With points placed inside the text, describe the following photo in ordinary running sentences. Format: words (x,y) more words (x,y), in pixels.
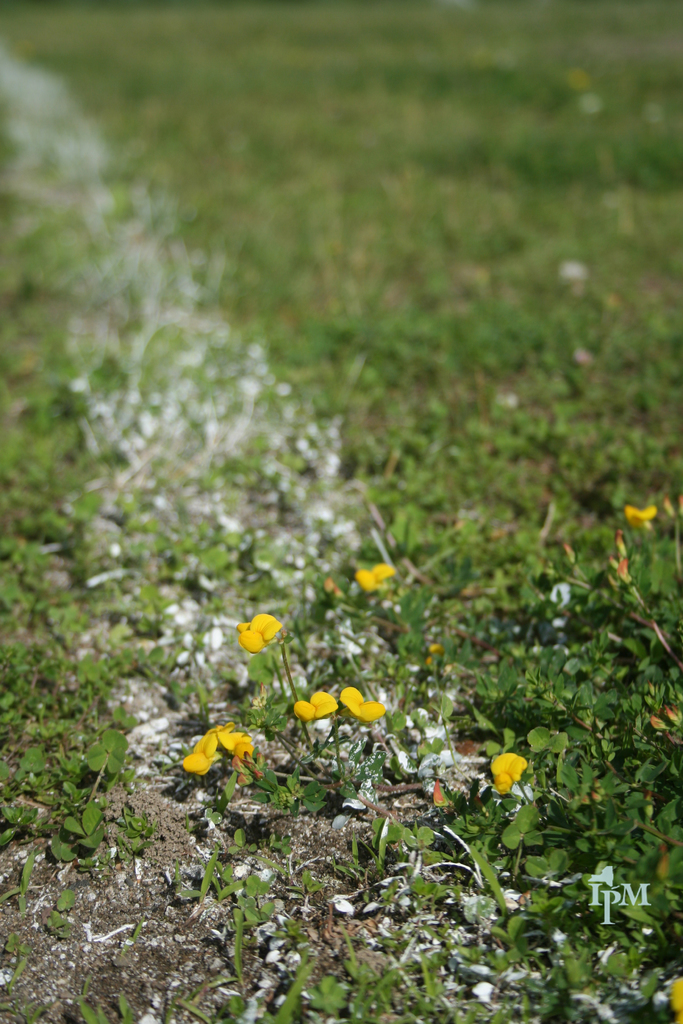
In this picture we can see small yellow and white flowers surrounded by grass (28,360) on the ground (324,839).
